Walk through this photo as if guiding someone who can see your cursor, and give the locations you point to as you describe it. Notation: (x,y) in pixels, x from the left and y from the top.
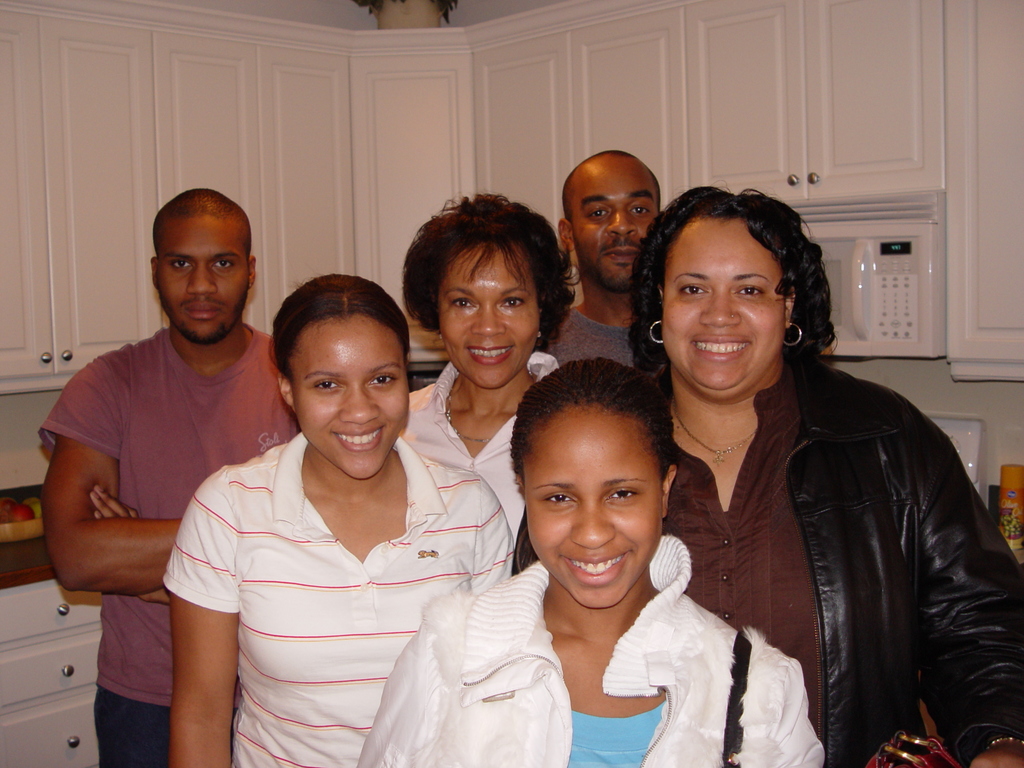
In this image, we can see people (335,451) wearing clothes (833,460). There is a micro oven (870,312) on the right side of the image (893,304). There is a cupboard (359,66) in the middle of the image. There is a drawer table (44,549) in the bottom left of the image (39,614).
